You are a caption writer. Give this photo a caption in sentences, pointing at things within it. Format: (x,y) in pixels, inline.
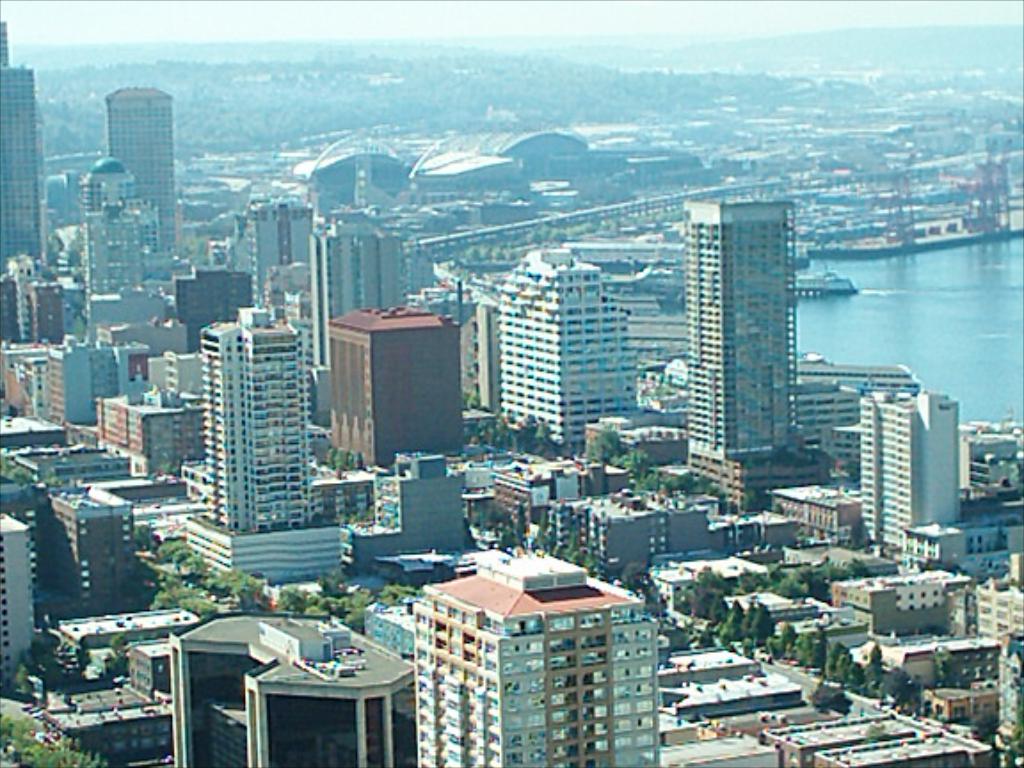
In this picture I can see buildings (1023,617), trees (703,640), there is water (970,345), and in the background (847,2) there is sky (710,25).
